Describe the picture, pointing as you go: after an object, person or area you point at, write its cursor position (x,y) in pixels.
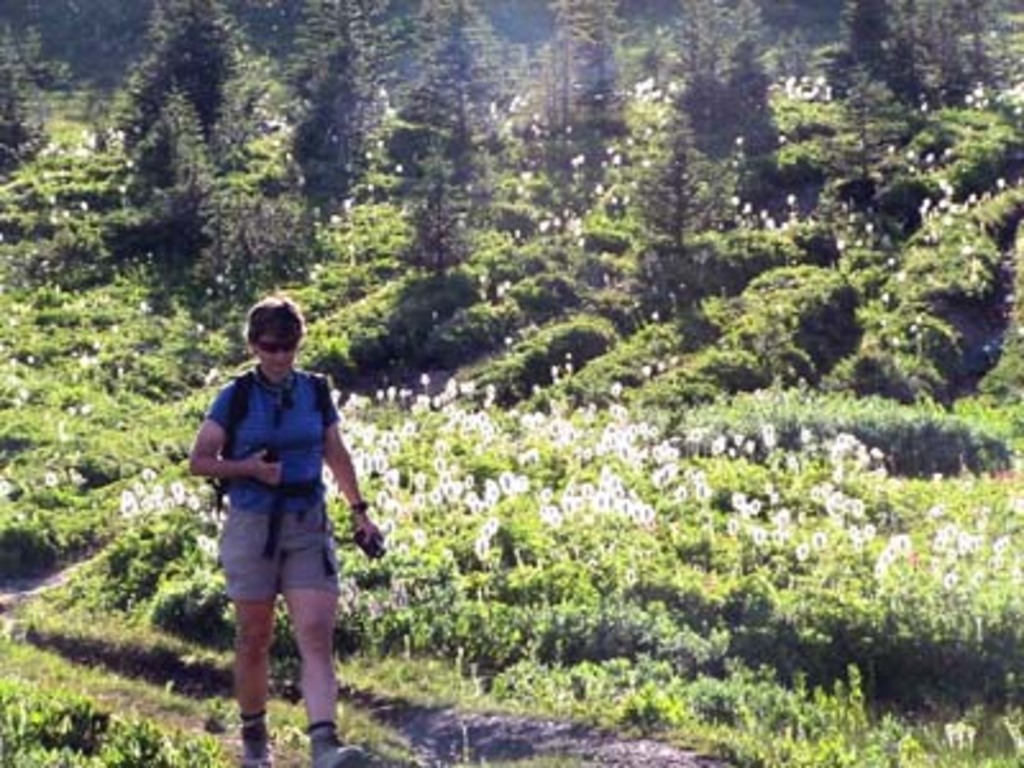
Here in this picture we can see a woman (254,521) walking on the ground (189,669), which is fully covered with grass (596,578) and plants (619,520) over there, we can see she is having a bag (238,394) with her and she is holding a camera (364,550) in her hand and she is wearing goggles (291,350) on her face (263,356) behind her we can see flowers (376,454) present on the plants (535,463) and we can see trees (173,240) present all over there.
